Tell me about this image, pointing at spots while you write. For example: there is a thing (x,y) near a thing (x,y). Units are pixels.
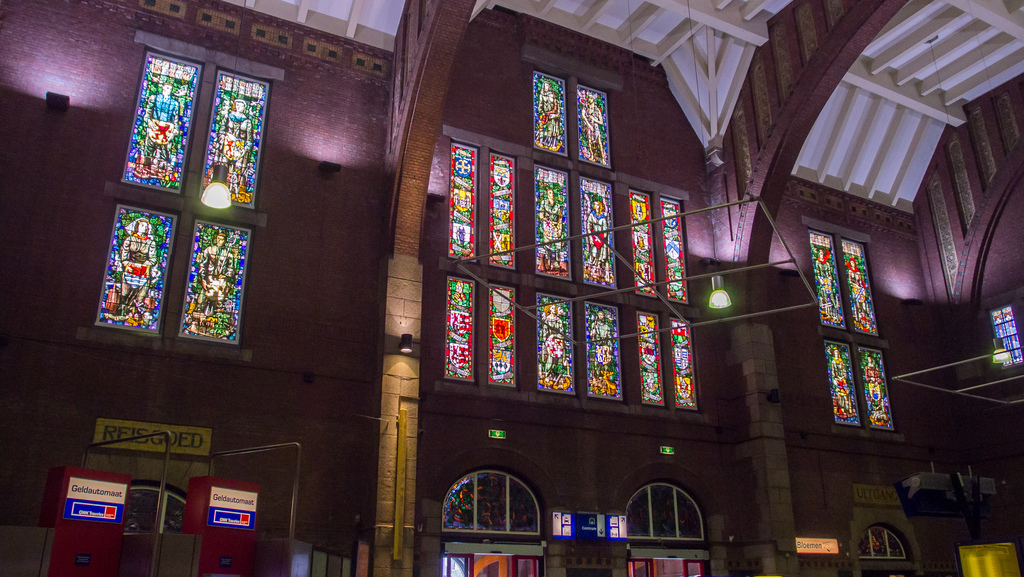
In this image I can see there is a building (366,313) and it has glass windows (184,92) and there are stained glasses (238,125) attached to the windows (566,305) and there are few lights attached to the ceiling (821,142).
